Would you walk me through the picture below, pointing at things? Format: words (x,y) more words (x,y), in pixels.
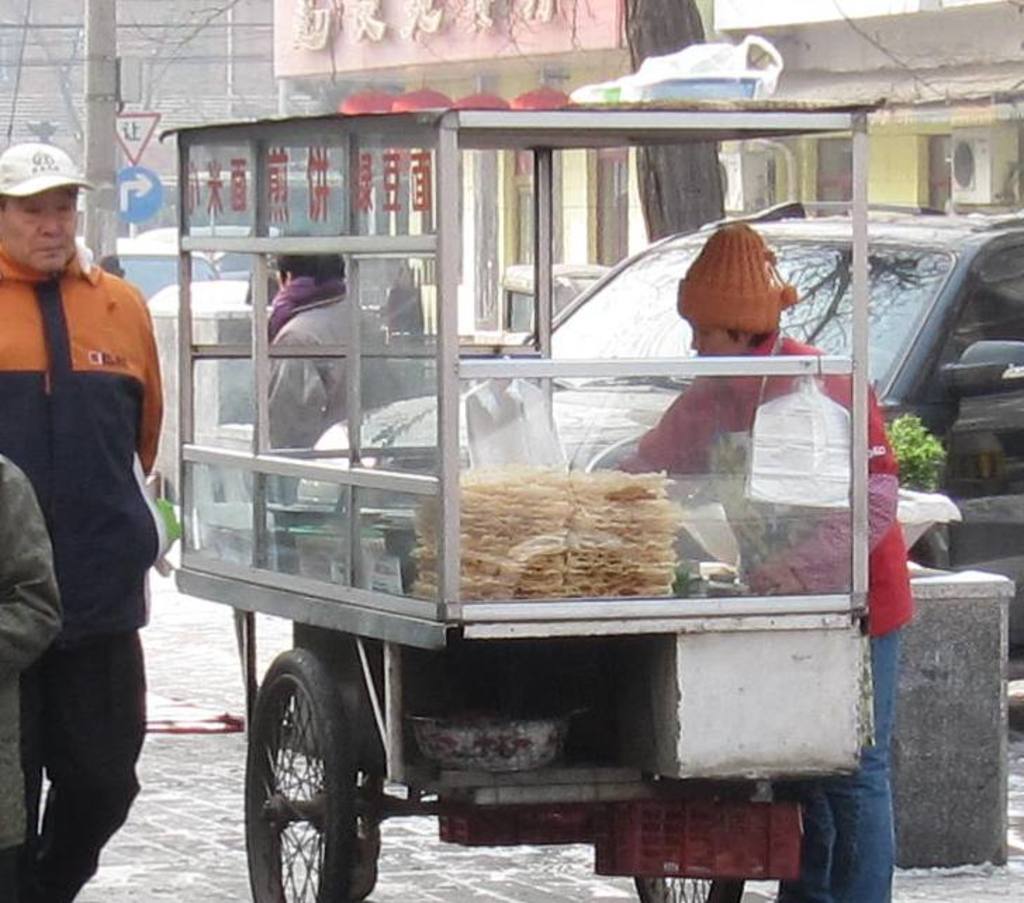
In this image I can observe a food vehicle (692,658). On the left (147,517) there is a person (47,510) walking. On the right (887,270) there is a car (987,474).
